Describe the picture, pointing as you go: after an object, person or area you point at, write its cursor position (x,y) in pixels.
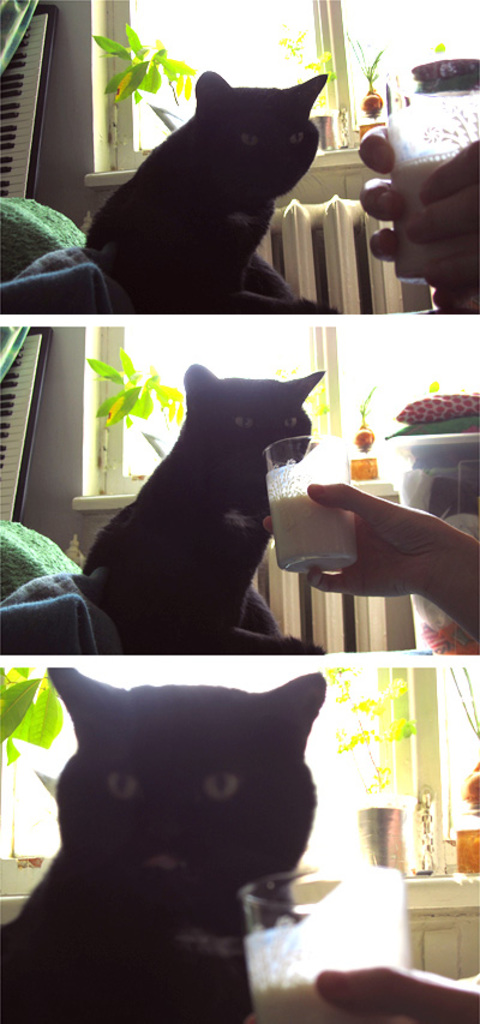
Here this picture is an collage image, in which we can see a black colored cat (196,176) present in each picture and we can also see a glass of milk (419,108) which is held by person's hand (371,199) over there and behind it we can see a plant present and we can see a window (105,83) present over there and in two images we can see a piano (28,98) also present on the wall (53,88) over there.
